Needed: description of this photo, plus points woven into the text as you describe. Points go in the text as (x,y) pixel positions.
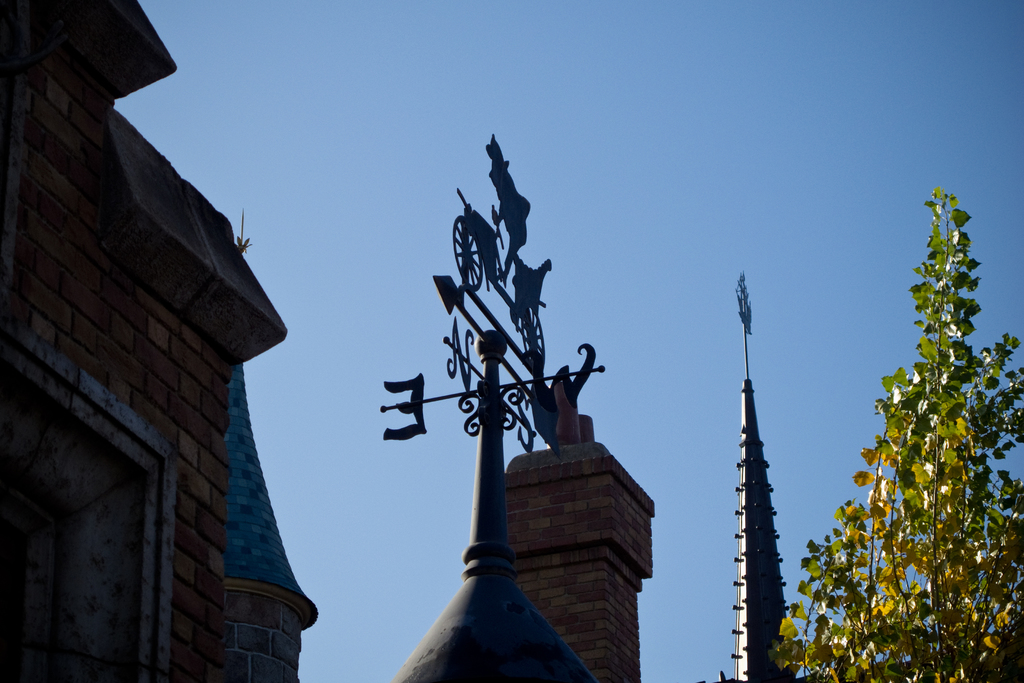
In this picture we can see a plant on the right side (885,650). There are some buildings (448,642) visible in the background (608,516). We can see a brick wall (132,338) on a building (215,419) on the left side (101,322). Sky (388,604) is blue in color.
